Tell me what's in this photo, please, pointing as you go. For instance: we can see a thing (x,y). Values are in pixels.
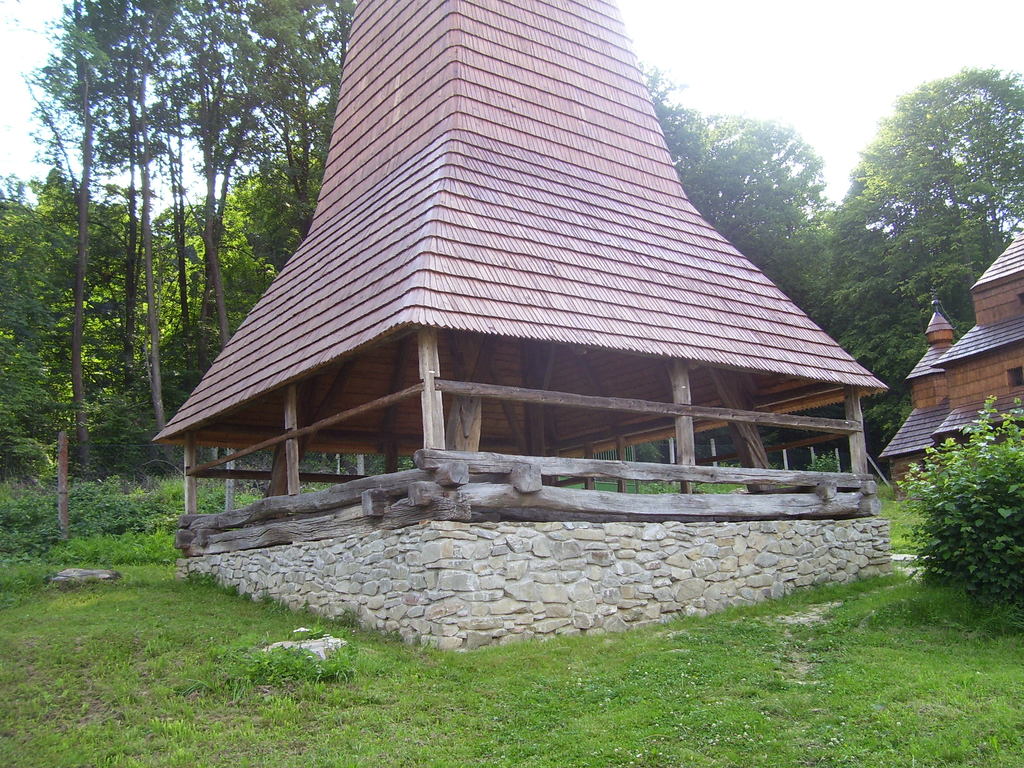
In the image we can see there are buildings (427,276) and the ground (267,745) is covered with grass (398,668). Behind there are lot of trees (745,226).
